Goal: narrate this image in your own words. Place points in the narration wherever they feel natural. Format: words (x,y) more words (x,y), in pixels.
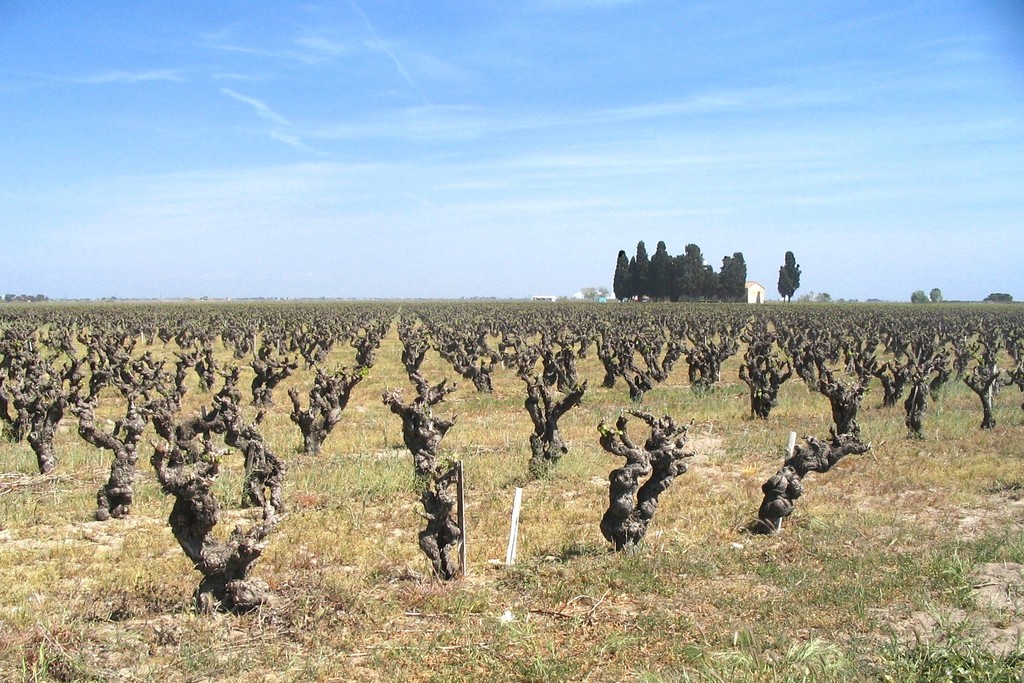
In this picture we can see the grass (313,652), trees (689,278), house (757,293) and in the background (408,119) we can see the sky (524,104).
